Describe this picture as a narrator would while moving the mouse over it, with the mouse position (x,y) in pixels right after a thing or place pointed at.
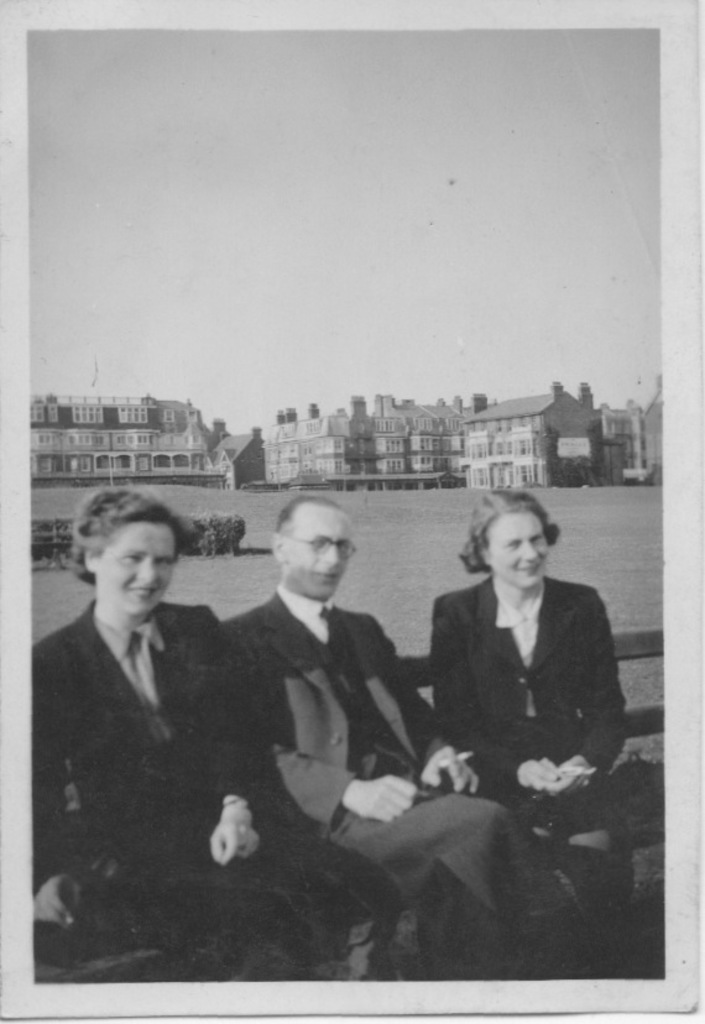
This is a black and white picture. In the background (53,415) we can see buildings (309,421). Here we can see people (562,614) sitting and all are smiling.
